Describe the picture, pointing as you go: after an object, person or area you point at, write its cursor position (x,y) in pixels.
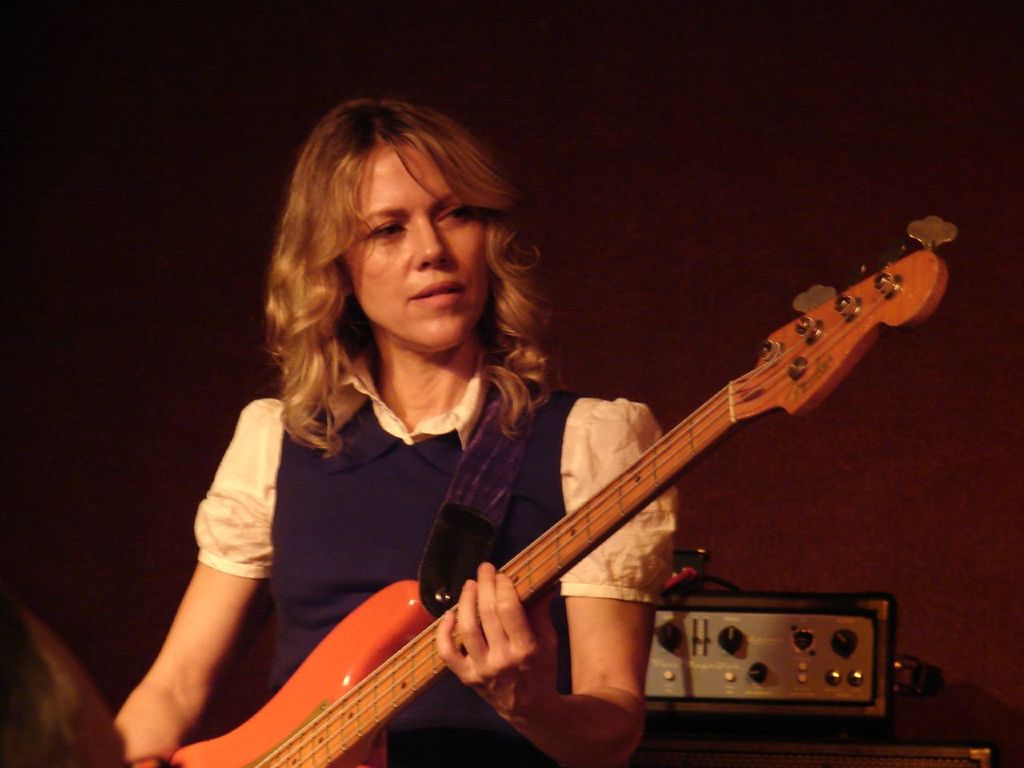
In this picture I can see a woman (186,667) holding a guitar (807,309), there is an object (808,712), and in the background (664,135) there is a wall (744,186).
